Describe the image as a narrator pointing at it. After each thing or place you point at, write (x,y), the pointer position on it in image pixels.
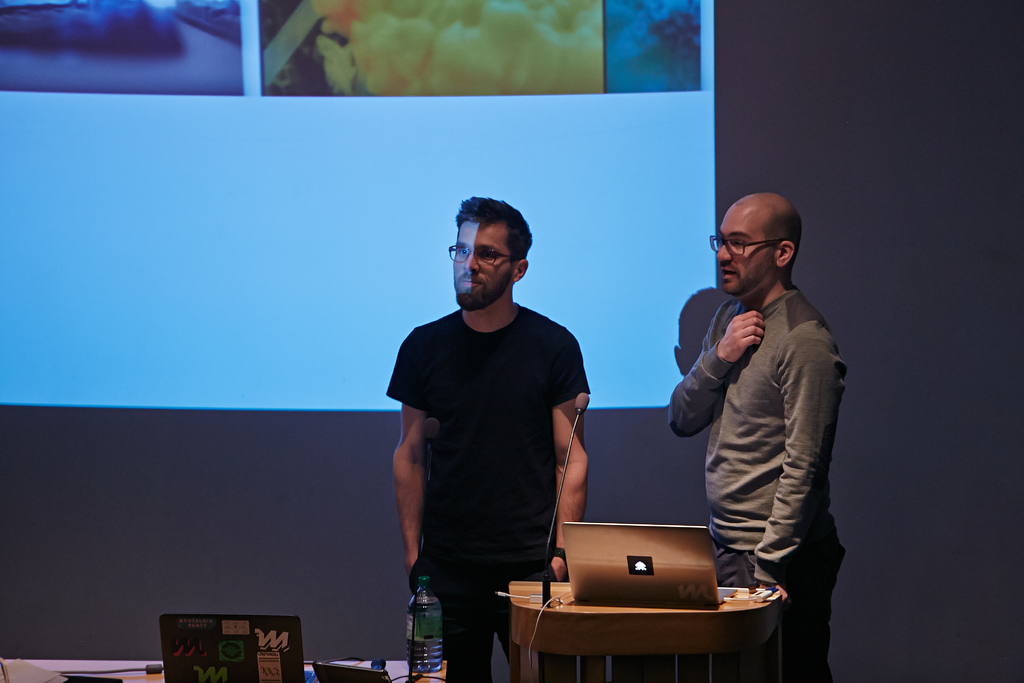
As we can see in the image there is a screen (695,189), wall (927,229) and two people (489,405) standing over here and there is a mike (547,572), laptop (617,567) and a bottle (417,633).
